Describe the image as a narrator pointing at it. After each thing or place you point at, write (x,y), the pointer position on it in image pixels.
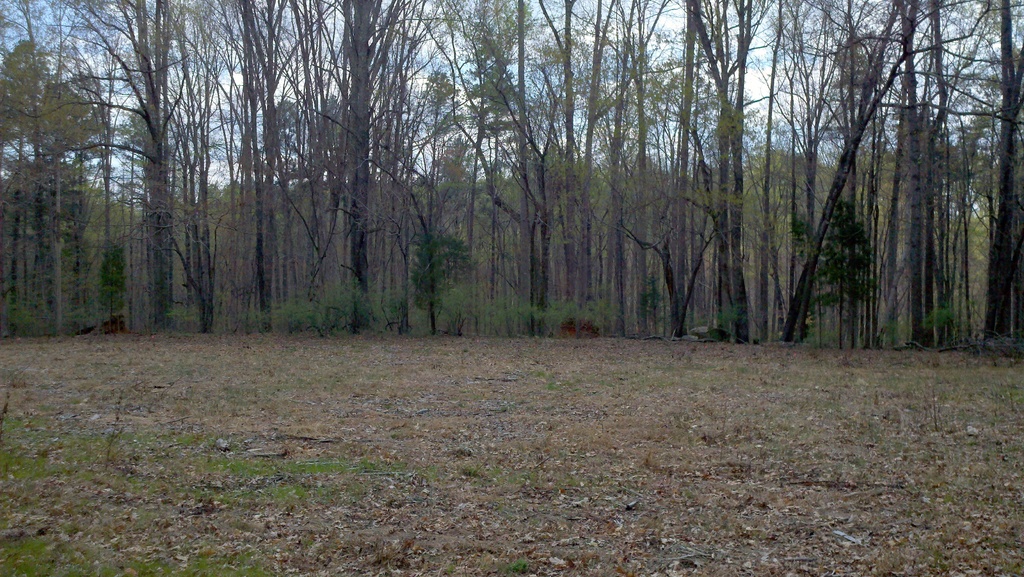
In the bottom of the image (259,399) there is grass (121,521) and dried leaves (436,484). At the background of the image (290,318) there are many trees (909,141).
